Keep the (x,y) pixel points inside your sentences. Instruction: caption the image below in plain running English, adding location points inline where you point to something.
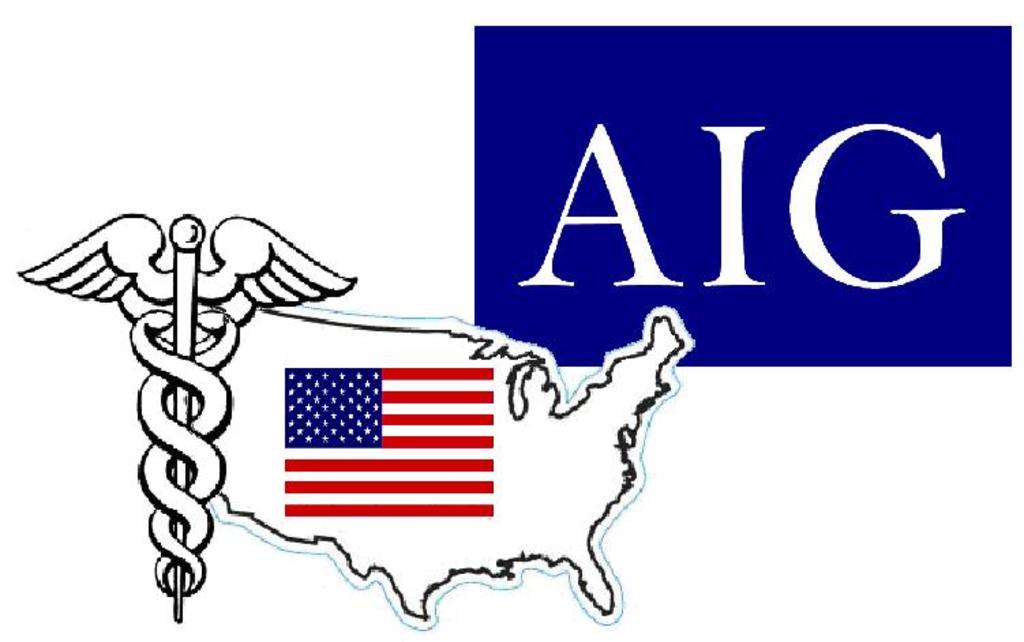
In this picture I can observe some text (808,189) on the blue color background (652,205) on the right side (797,141). On the left side (202,294) I can observe a symbol (215,332) and a national flag (344,448). The background is in white color.
